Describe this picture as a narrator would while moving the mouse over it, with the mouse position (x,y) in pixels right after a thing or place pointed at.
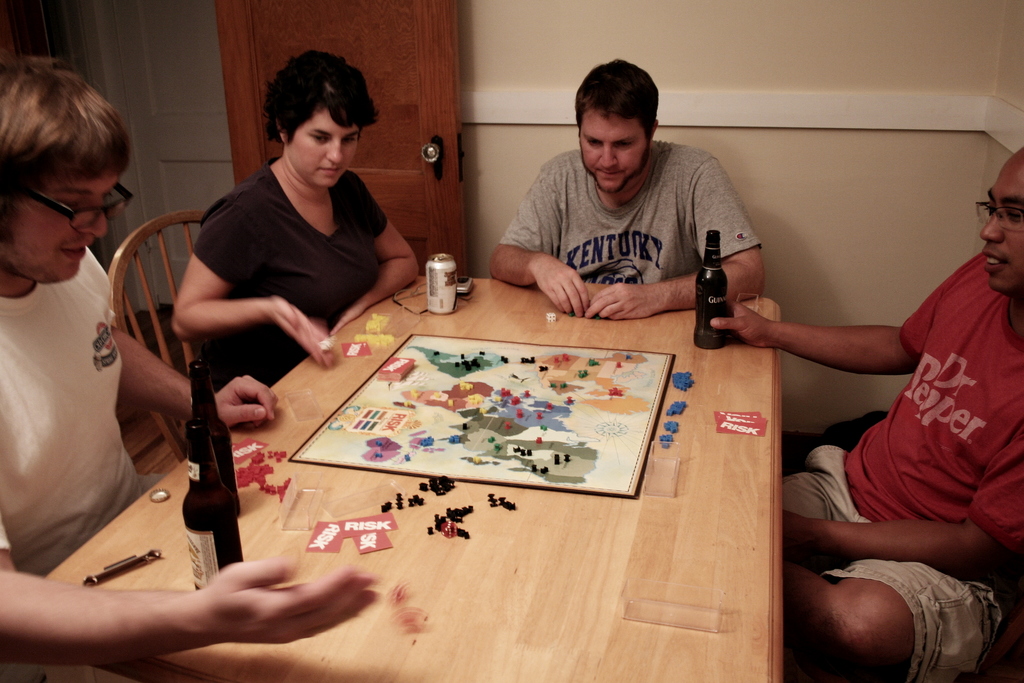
In this picture four persons (87,351) playing some game (498,424) sitting on the chairs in middle (508,307) there is a dining table (521,305). On the dining table (668,322) there is a game (564,397) and beer bottles (214,442) in the background (482,76) i could see the door (417,23) and a wall (739,62) yellow color wall (912,80).
